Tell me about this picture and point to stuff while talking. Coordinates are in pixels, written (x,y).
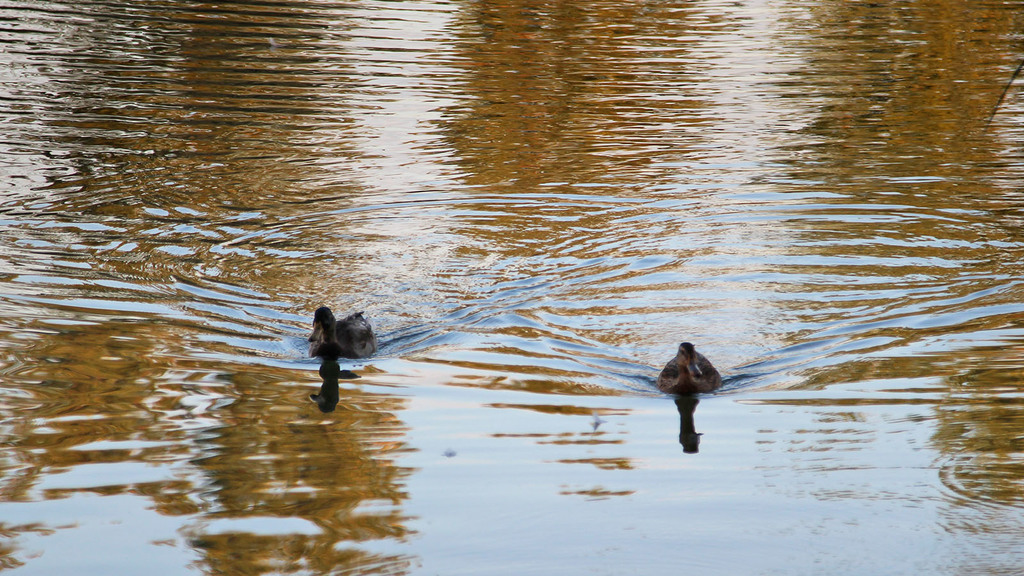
In this image there are two ducks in the water (457,215).
